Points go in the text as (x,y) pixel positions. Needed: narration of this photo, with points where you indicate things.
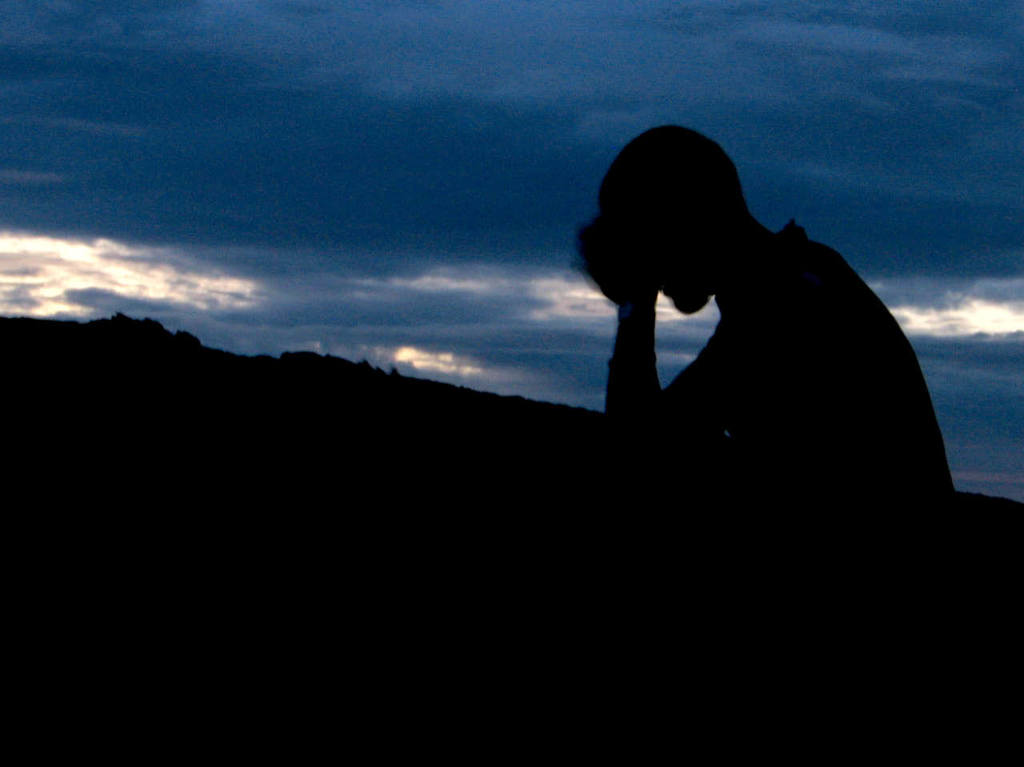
On the right side of the image (720,419) a person (654,434) is there. In the middle of the image (377,448) hills (338,463) are present. At the top of the image (413,183) clouds (458,268) are present in the sky (363,297).
